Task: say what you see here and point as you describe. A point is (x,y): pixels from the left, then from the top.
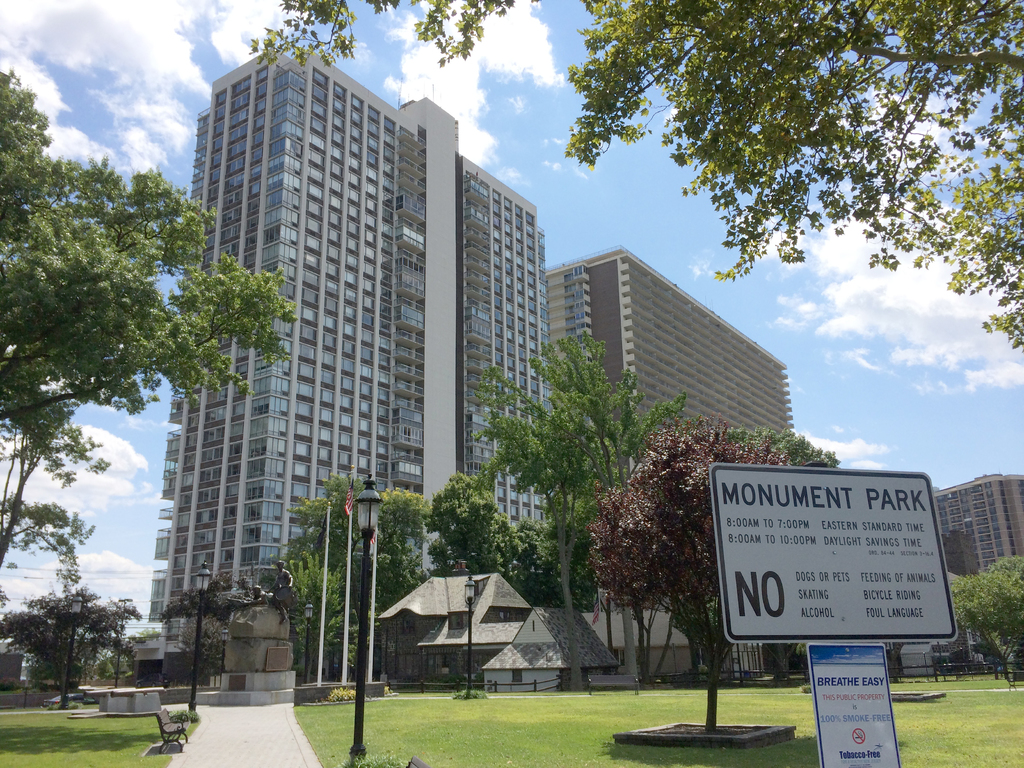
In this image we can see a board (833,575) with some text (859,722) on it. There are trees (157,328). There is a statue (278,593). There are light poles (201,613). In the background of the image (840,346) there is sky (165,422), clouds (128,55). There are buildings (471,416). At the bottom of the image (379,737) there is grass (113,753) and pavement (259,725).
